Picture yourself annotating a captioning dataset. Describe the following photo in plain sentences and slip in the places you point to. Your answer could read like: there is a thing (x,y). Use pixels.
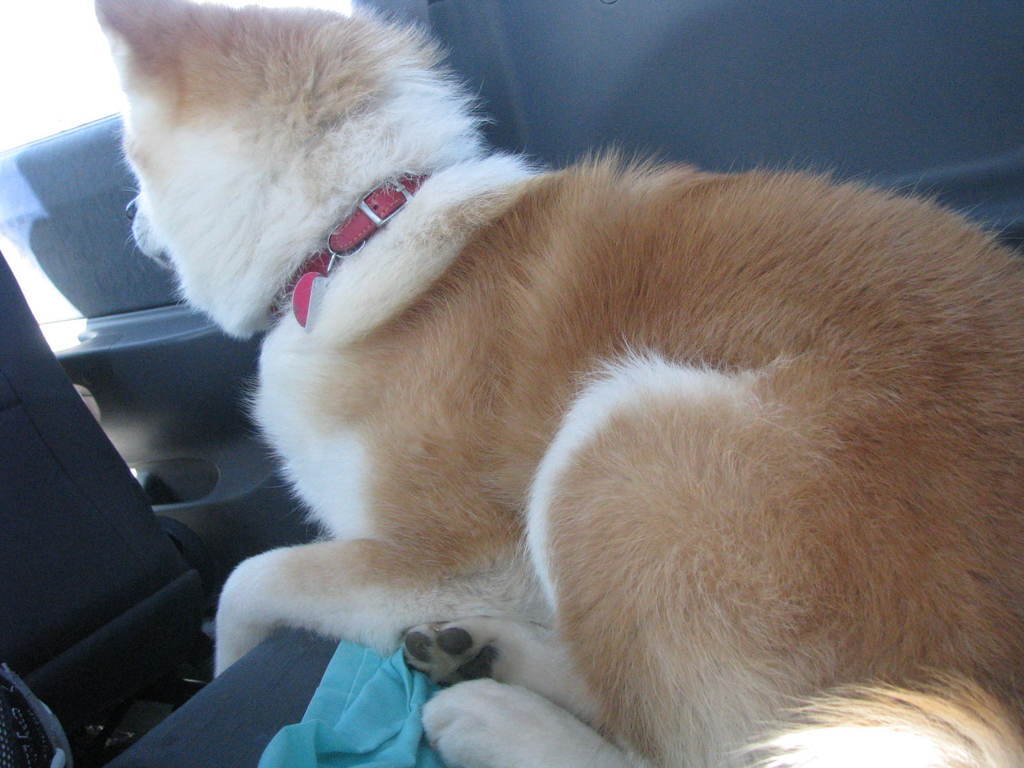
In this image we can see an animal (483,389) sitting and there is a cloth (314,710) and the place looks like a inner view of a vehicle (755,51).
